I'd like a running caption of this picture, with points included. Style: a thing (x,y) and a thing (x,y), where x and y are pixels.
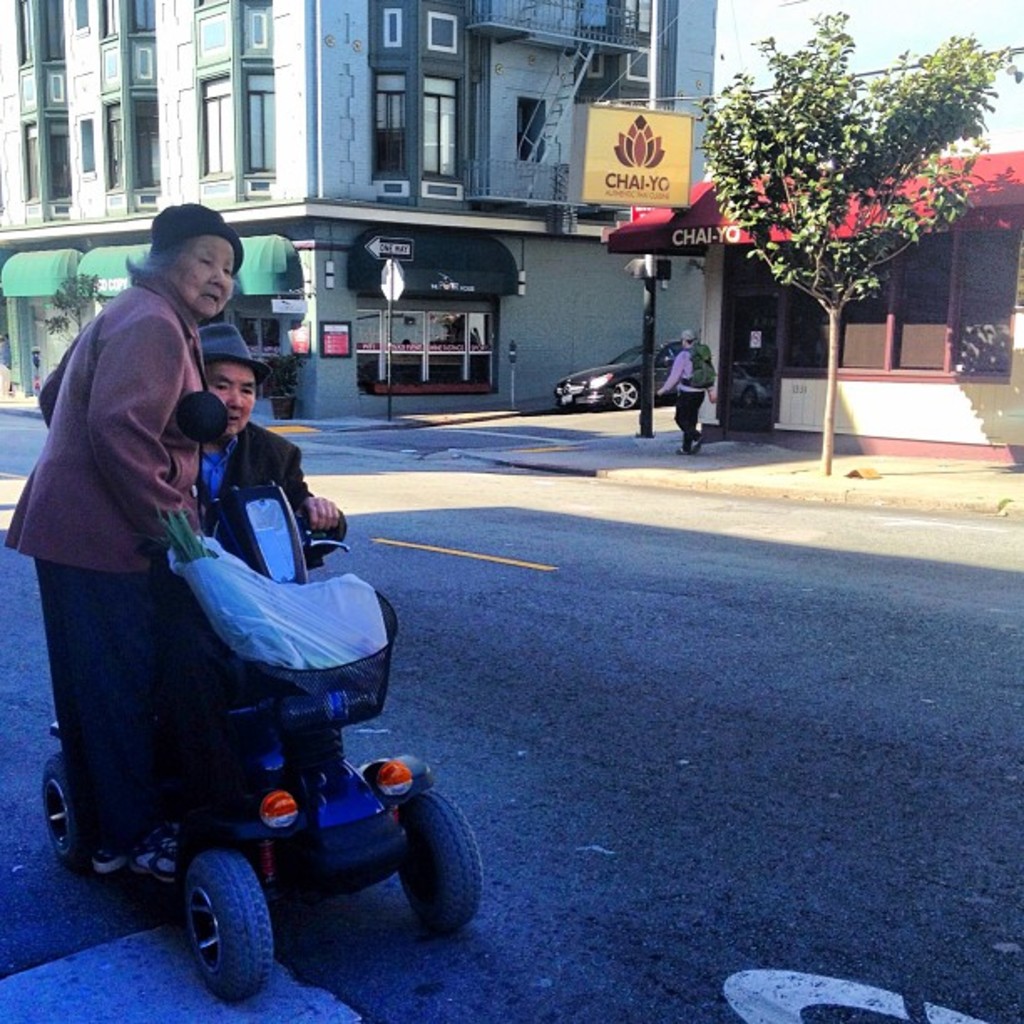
In this image on the left (279,455), there is a man (290,471), he wears a suit (263,445) and hat (263,362), he is driving a vehicle (265,666) on that there is a woman (107,493), she wears a suit (123,464), trouser (116,605) and shoes (147,854). On the right (693,421) there is a man (692,435), he is walking. At the bottom (704,802) there is a road (623,826). In the background (803,320) there are buildings (518,152), houses (907,329), trees (789,139), sign boards (401,281), poles (645,305), car (637,371).
